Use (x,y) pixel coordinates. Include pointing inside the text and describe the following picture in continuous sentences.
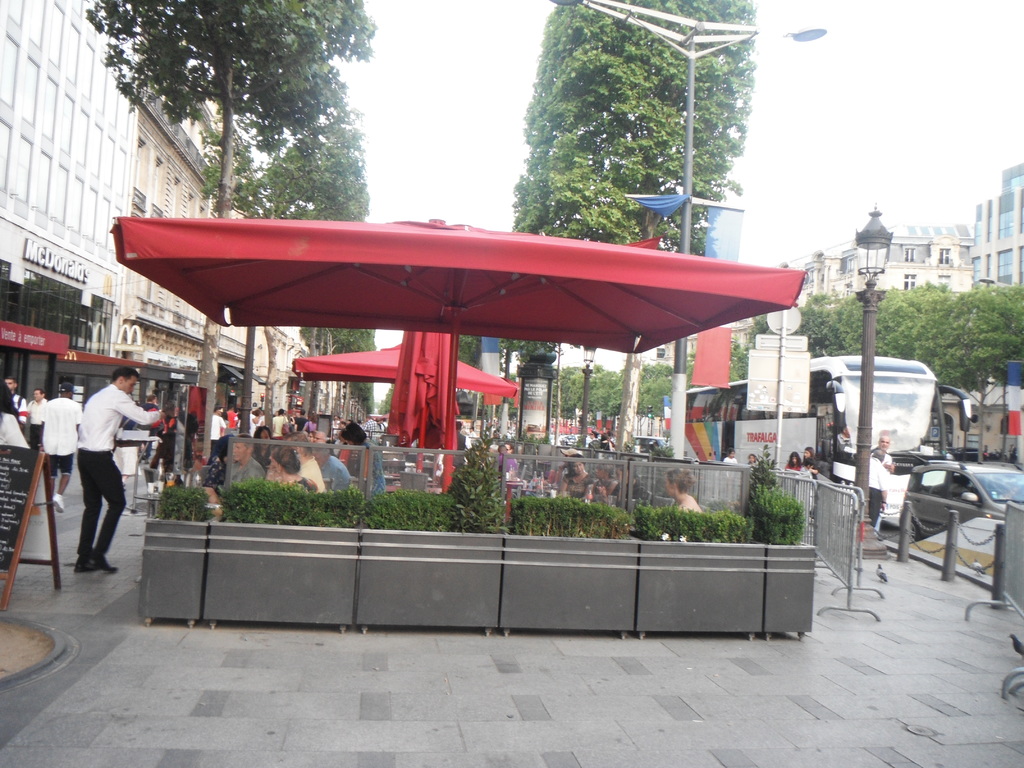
In this image in the front (287,524) there is an object (487,567) which is gray in colour and on the top of the object (468,545) there is a glass (304,485), behind the glass (442,469) there are plants (283,498), persons (294,476). In the center (446,489) there are tents (369,309) which are red in colour. In the background (267,345) there are buildings (258,344), trees (886,321), poles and vehicles (813,397). On the left side (14,489) there is a board (11,483) with some text (8,484) written on it. On the right side (947,537) there are poles (952,532) and there are trees (983,337), buildings (978,275).
